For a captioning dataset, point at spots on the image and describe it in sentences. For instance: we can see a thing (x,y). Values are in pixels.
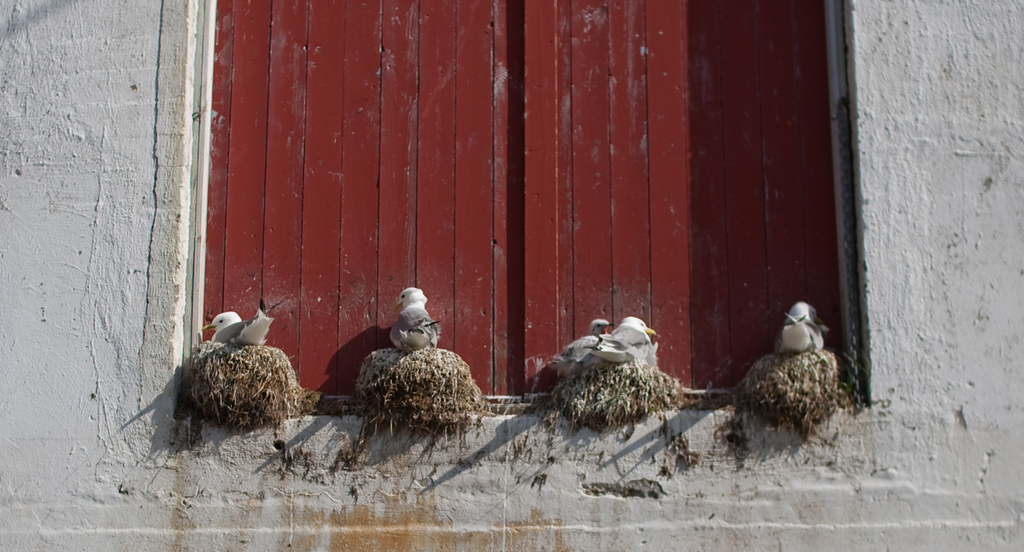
This image consists of 4 nests (766,367). This looks like a window (580,288). It is in red color. There are 5 birds (558,362) in that 4 nests (750,374).
